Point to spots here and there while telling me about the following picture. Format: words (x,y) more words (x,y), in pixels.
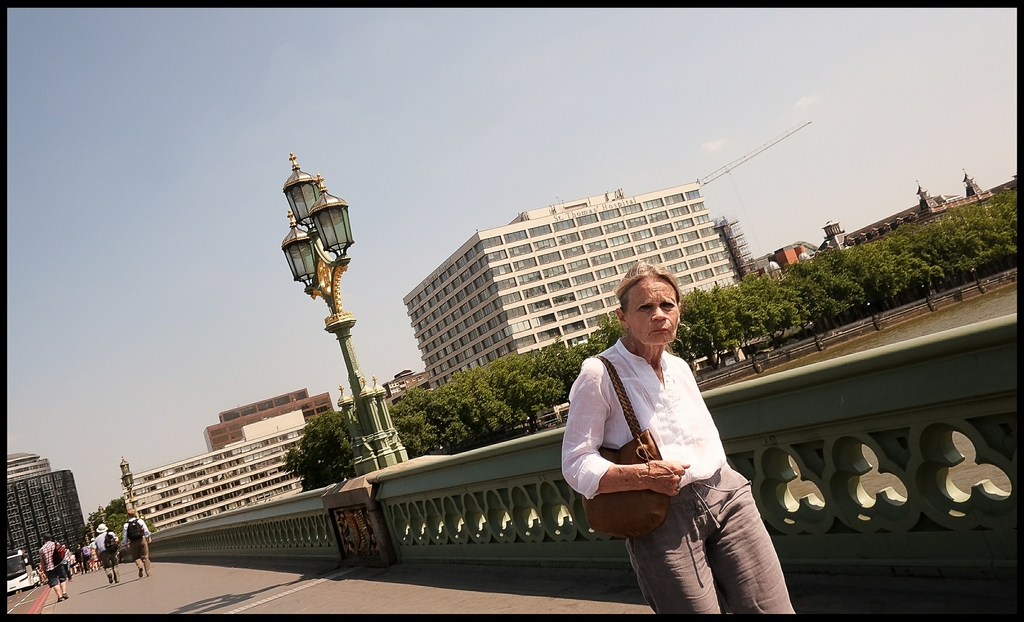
In this picture there is a woman (709,535) carrying a bag (642,499) and we can see railing (292,549), lights (310,280), poles (364,464), trees (342,465) and water (951,312). In the background of the image (74,484) people (64,560), vehicle (18,584) on the road (34,593), buildings (521,282), crane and sky (401,153).
